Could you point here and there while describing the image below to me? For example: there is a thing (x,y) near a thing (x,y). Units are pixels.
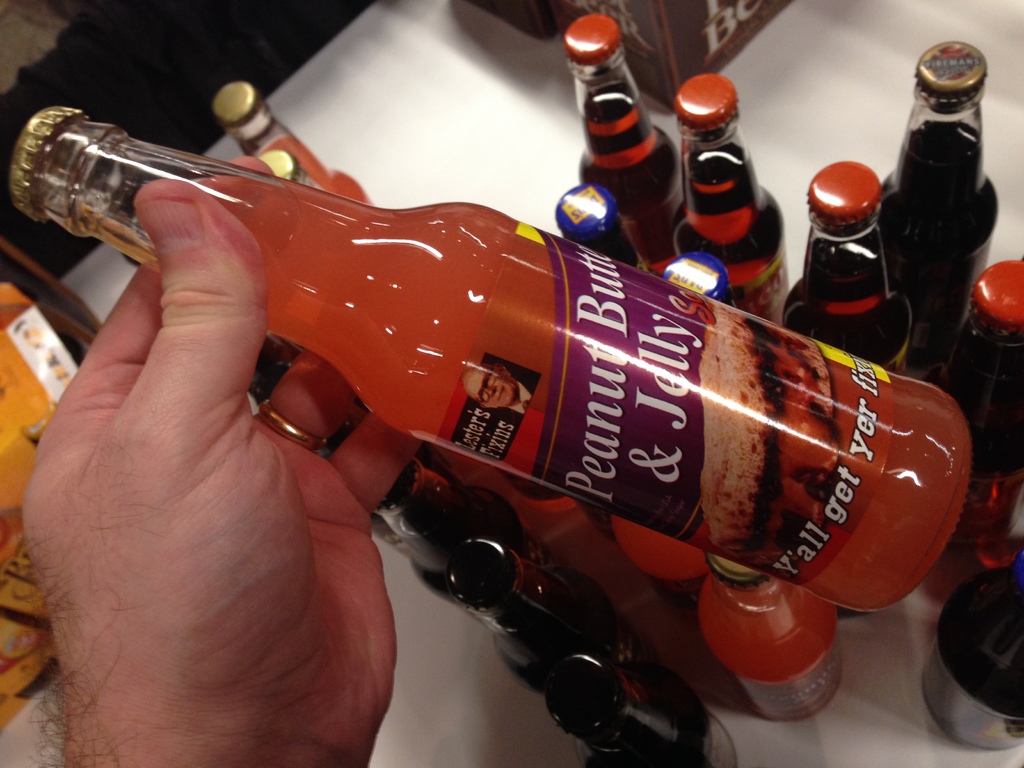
On the left side of the picture (125,431) there is hand (190,499) holding a bottle (523,395). In the center of the picture (398,491) there are many bottles (651,222) on a table (872,70), on the top (688,1) there is box (725,29). On the left (34,413) there is another box (14,373).
